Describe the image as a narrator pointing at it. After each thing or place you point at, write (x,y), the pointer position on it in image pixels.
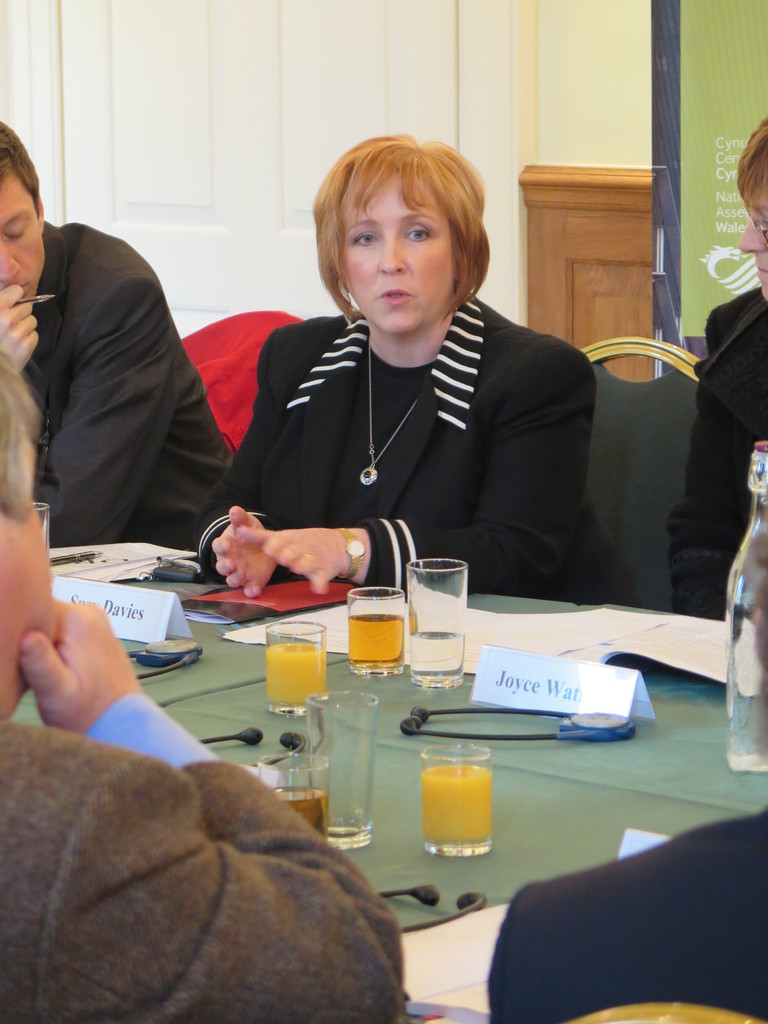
In the image we can see there are people (125,460) who are sitting on chair (619,438) and in front of them there are juice glasses (368,667).
